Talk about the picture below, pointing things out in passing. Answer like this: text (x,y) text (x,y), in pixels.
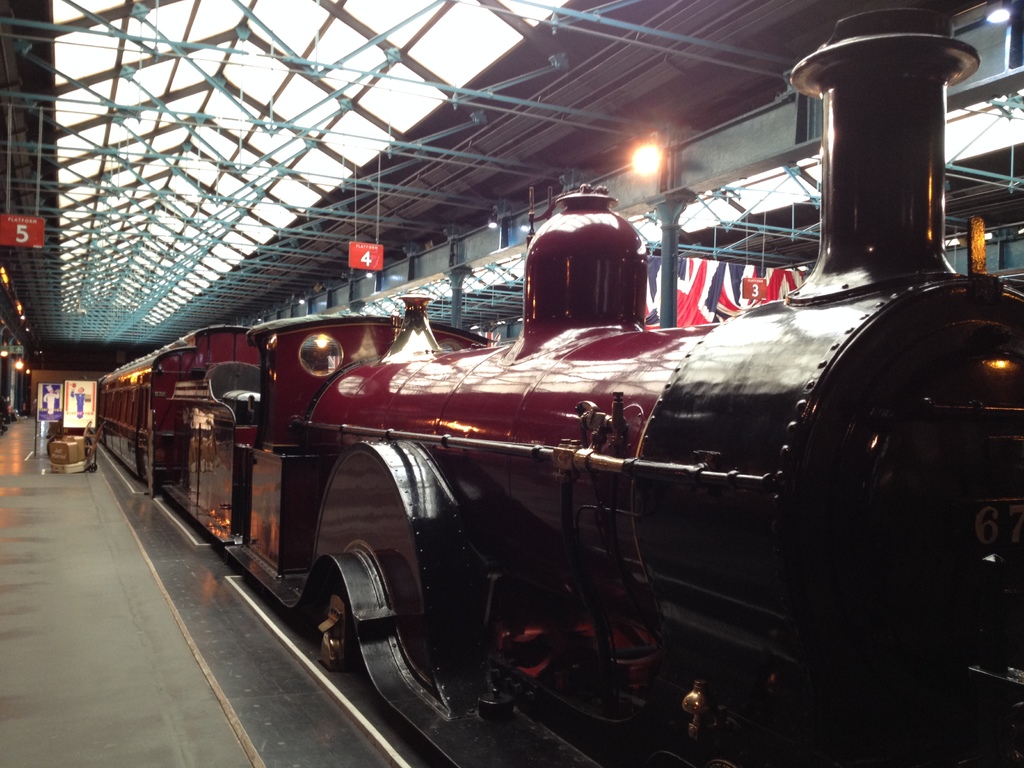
There is a train (339,499). On the left side (118,601) there is a platform (77,584) with boards (67,404). On the roof (220,94) there are rods (186,156) and some numbers (33,221) are hanged. Also there is light (639,170).
